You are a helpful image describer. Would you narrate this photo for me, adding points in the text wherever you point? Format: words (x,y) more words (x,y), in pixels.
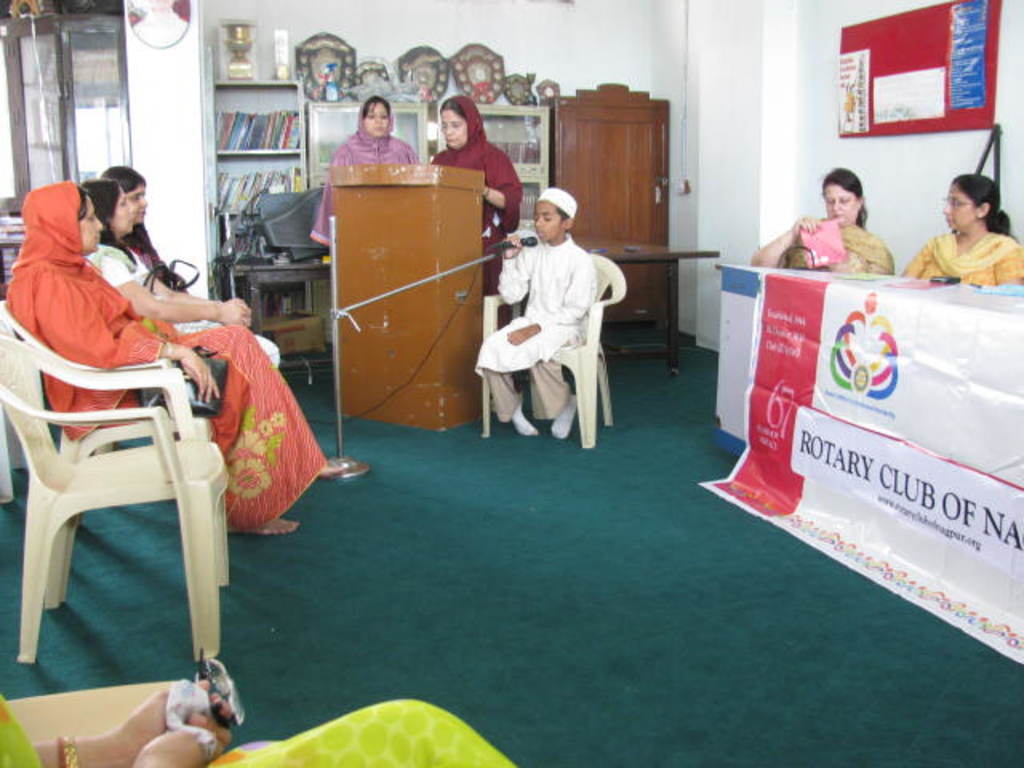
We can see a notice board (922,77) over a wall (802,60). This is a cupboard (590,174). We can see books (261,119) in a rack (273,111) and on the rack (271,91) there are shields (467,65). We can see two women (471,122) standing in front of a podium (384,275) and beside to them we can see a boy (532,331) sitting on a chair (562,349) in front of a mike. This is a floor (658,592).
